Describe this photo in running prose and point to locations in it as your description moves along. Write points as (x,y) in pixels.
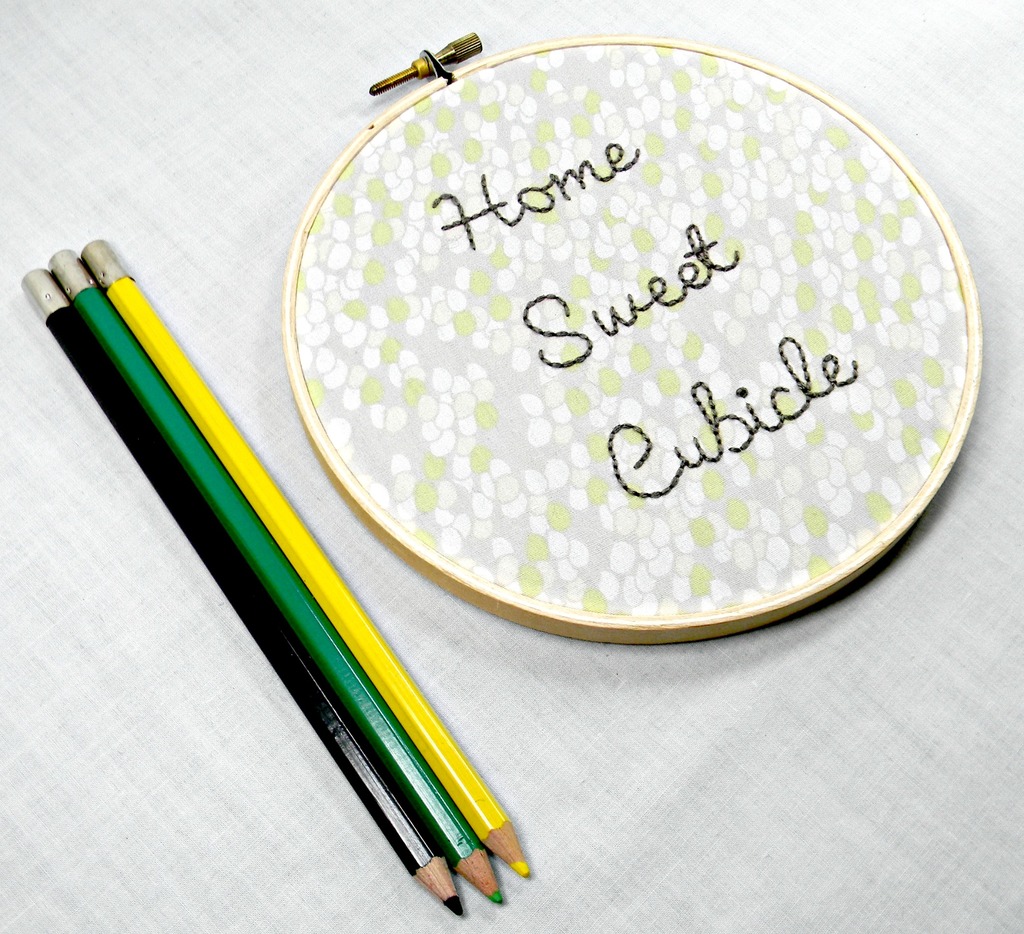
In this image we can see there is an object (308,374), beside that there are three color pencils (391,753) are placed on the cloth (642,696).
